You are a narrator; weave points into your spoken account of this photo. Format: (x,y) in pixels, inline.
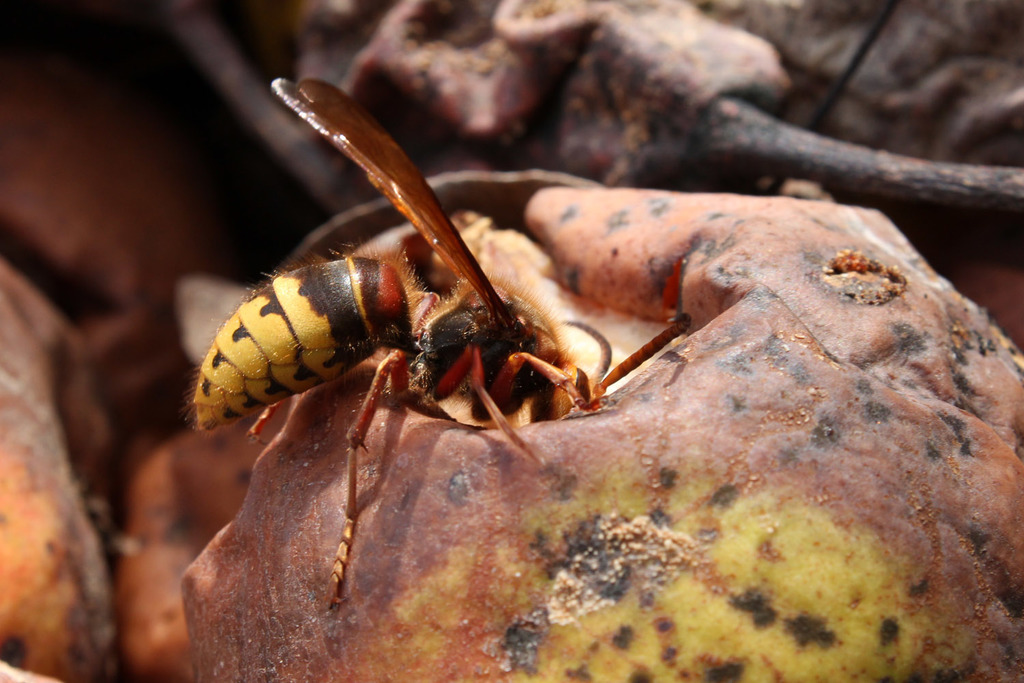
In this picture I can see an insect (413,391) on the fruit (930,486), and there is blur background (1005,266).
